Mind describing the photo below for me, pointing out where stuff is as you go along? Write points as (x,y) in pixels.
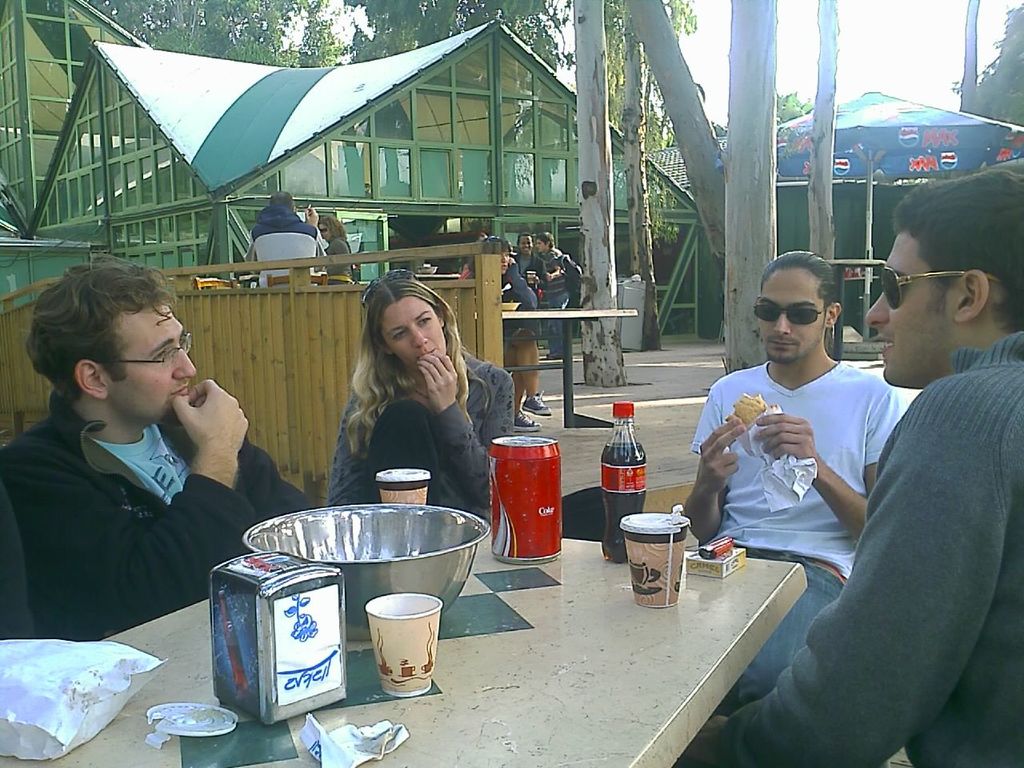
In this image there are many people (835,437) sitting on the chairs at the table (623,650). In the foreground (521,655) there is a table (506,649). On the table (631,603) there are glasses (421,657), bottles (641,465), a drink can (534,460), a cover (59,689) and a bowl (357,577). Behind them there are table umbrellas (922,120) and houses (457,122). In the background (433,36) there are trees (556,19). At the top (884,54) there is the sky (849,73).
